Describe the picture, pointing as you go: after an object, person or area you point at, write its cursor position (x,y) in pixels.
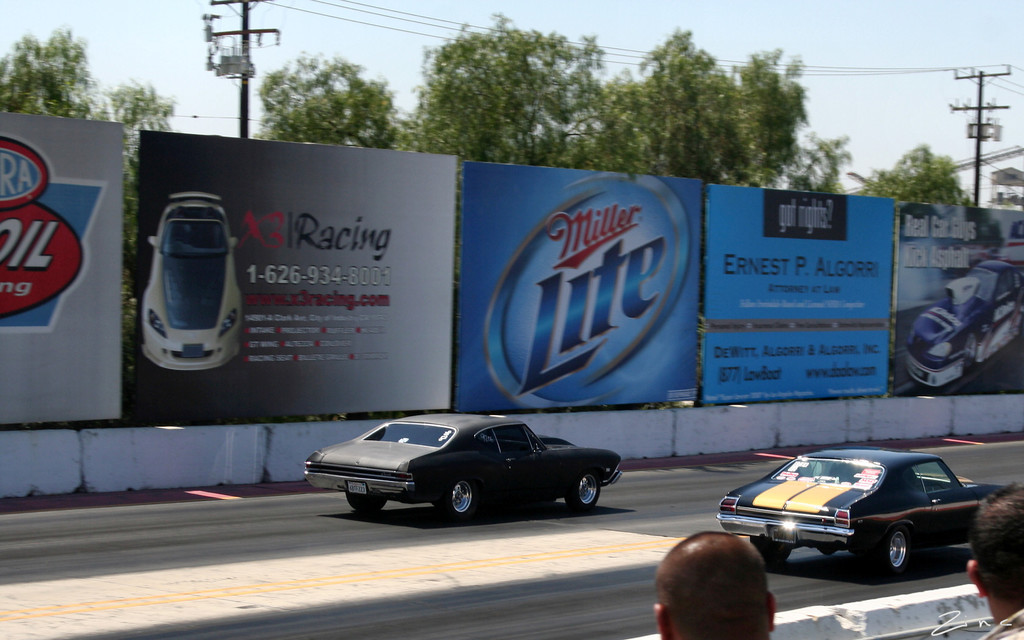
In the image we can see there are vehicles (822,479) on the road (654,482). We can even see there are people (1012,599), on the bottom right of the image (712,599). There are posters (234,294), text (286,307) and symbols (661,297) on the poster (511,320). We can even see there are trees (418,120), electric poles (210,27), electric wires (802,67) and the sky (808,35).
